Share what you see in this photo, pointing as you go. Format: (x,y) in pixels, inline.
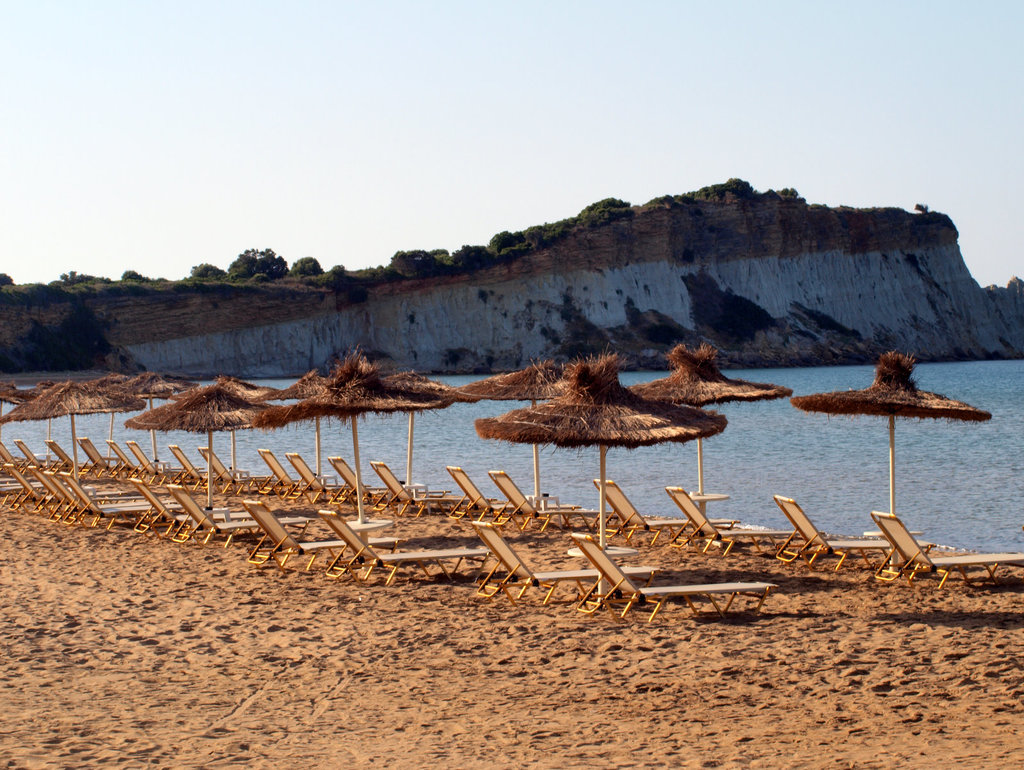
In this image there are umbrellas (509,416) which are made up of dry grass (626,408). Under the umbrellas (614,420) there are chairs (594,552) one beside the other. In the background (777,456) there is water (749,417). Beside the water (762,441) there is a hill (389,302) on which there are small plants (560,230). At the top (320,92) there is the sky (322,80). At the bottom (304,672) there is sand (355,645).
